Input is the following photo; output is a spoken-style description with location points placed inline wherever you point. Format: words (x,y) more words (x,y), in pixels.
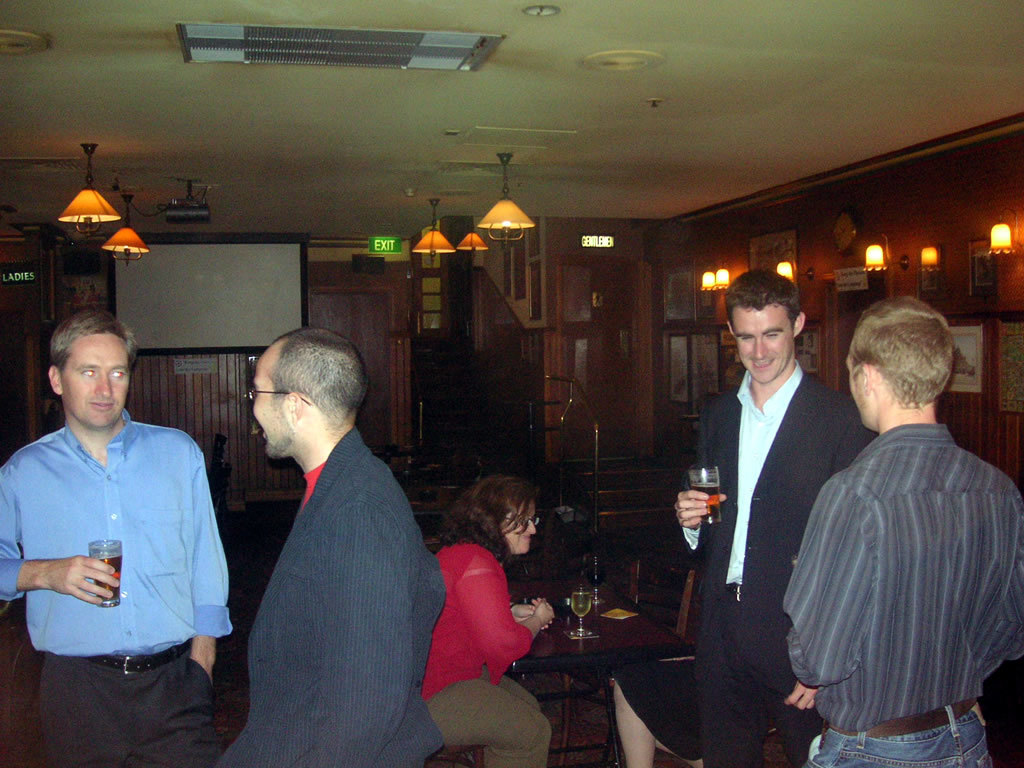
In the picture I can see a person (177,567) wearing the blue color shirt (82,525) is holding a glass (119,571) with a drink (113,556) in it and a person (314,608) wearing a black blazer (300,624) and spectacles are standing on a left side of the image (75,702). On the right side of the image (891,557) we can see a person (884,578) wearing a shirt (930,602) and a person (780,484) wearing blazer (765,487) is holding a glass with a drink (700,493) in it are standing. Here we can see a woman (490,698) wearing a red color dress (491,640) and other women (667,681) are sitting on the chairs (681,635) near the table (591,625) where glasses (581,596) with drinks (588,605) in it are placed. In the background (293,300), we can see the LED projector screen (246,318), exit board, ceiling lights (85,232), projector (202,220), steps (618,465), photo frames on the wall (556,365) and a board (20,279) on the left side of the image (7,276).
